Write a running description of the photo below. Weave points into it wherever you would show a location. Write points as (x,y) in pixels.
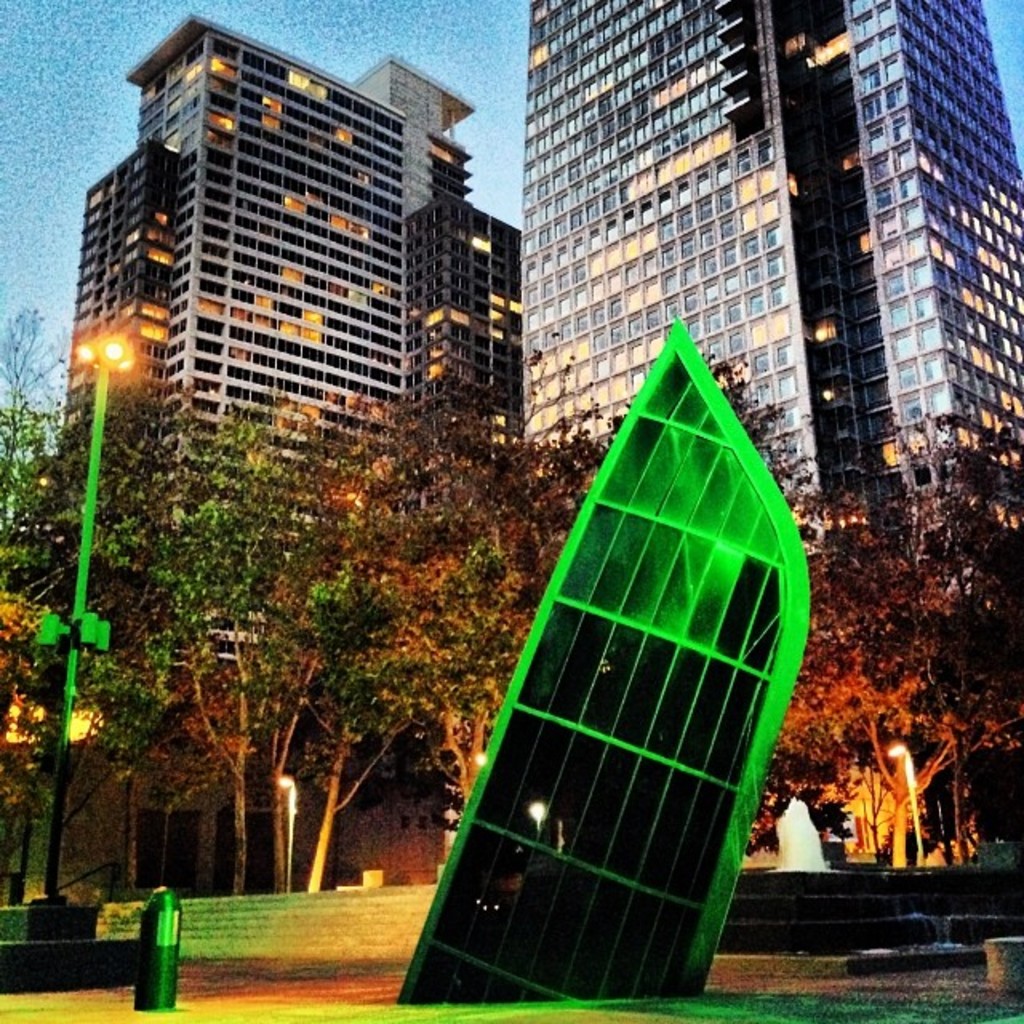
In this picture we can see few trees (488,636), buildings (585,325), poles (83,604) and lights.
